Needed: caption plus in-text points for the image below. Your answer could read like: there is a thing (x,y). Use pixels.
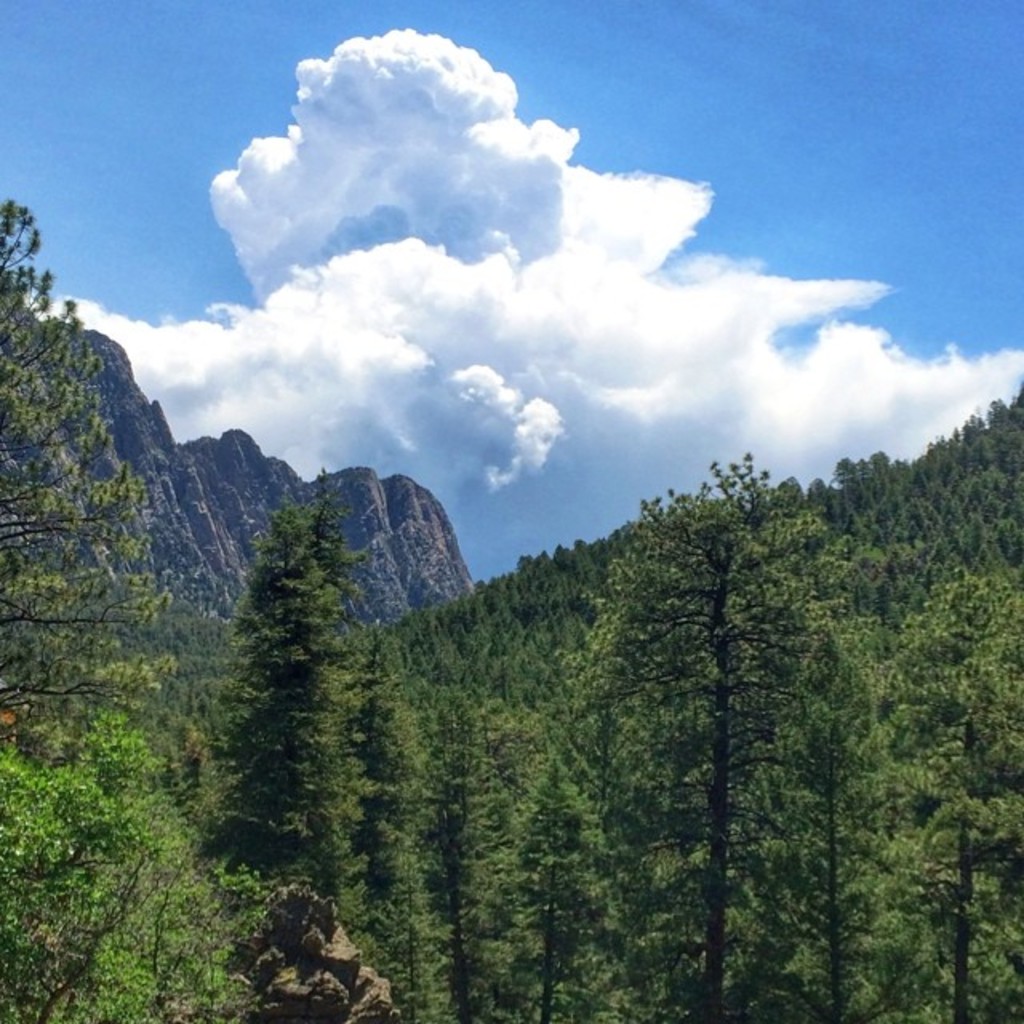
In this image, we can see some trees (267,692). There is a hill (226,504) in the middle of the image (364,532). There are clouds (575,241) in the sky (694,85).
